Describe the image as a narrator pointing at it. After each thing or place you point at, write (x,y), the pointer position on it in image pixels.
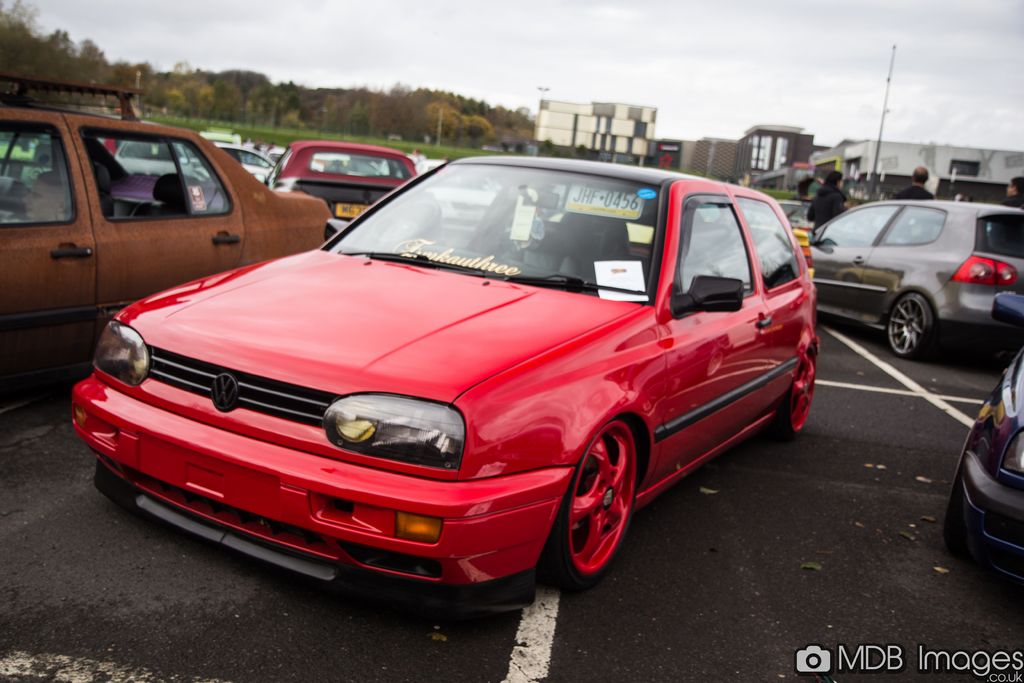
This is an outside view. Here I can see some cars (491,336) on the road (385,632). On the right side (839,208), I can see few people (911,196) are standing on the road (848,390). In the background (762,129) there are some buildings (605,124) and trees (499,129). On the top of the image (645,69) I can see the sky (633,33).
